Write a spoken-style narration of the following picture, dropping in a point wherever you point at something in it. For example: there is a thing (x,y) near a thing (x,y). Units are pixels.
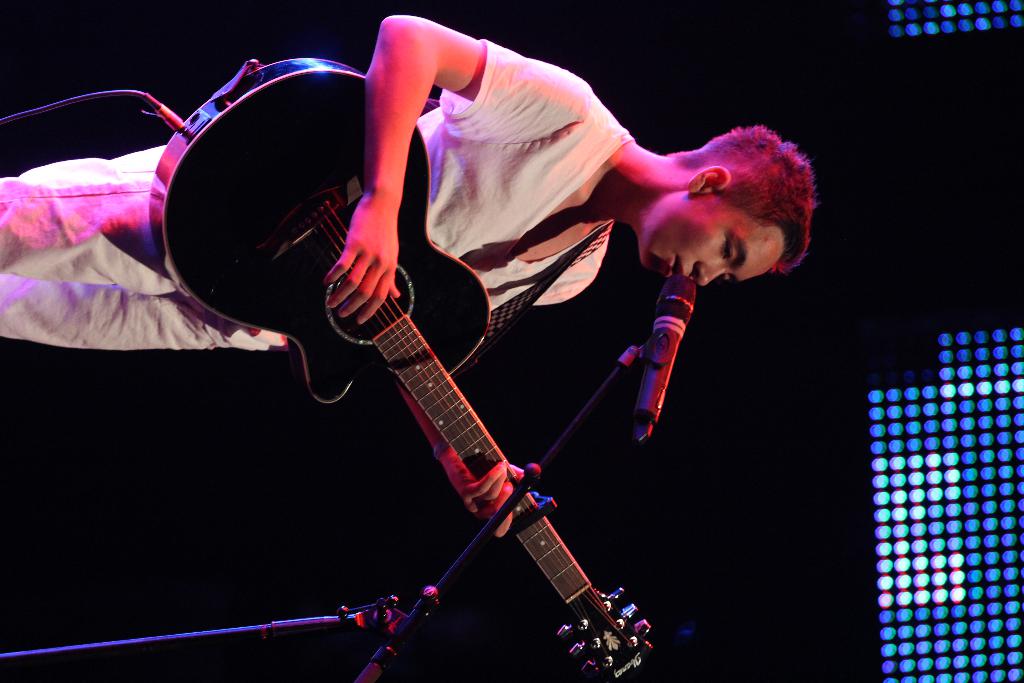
In this image I can see a man (38,287) is standing and holding a guitar (596,605). I can also see a mic (673,279) in front of him.
